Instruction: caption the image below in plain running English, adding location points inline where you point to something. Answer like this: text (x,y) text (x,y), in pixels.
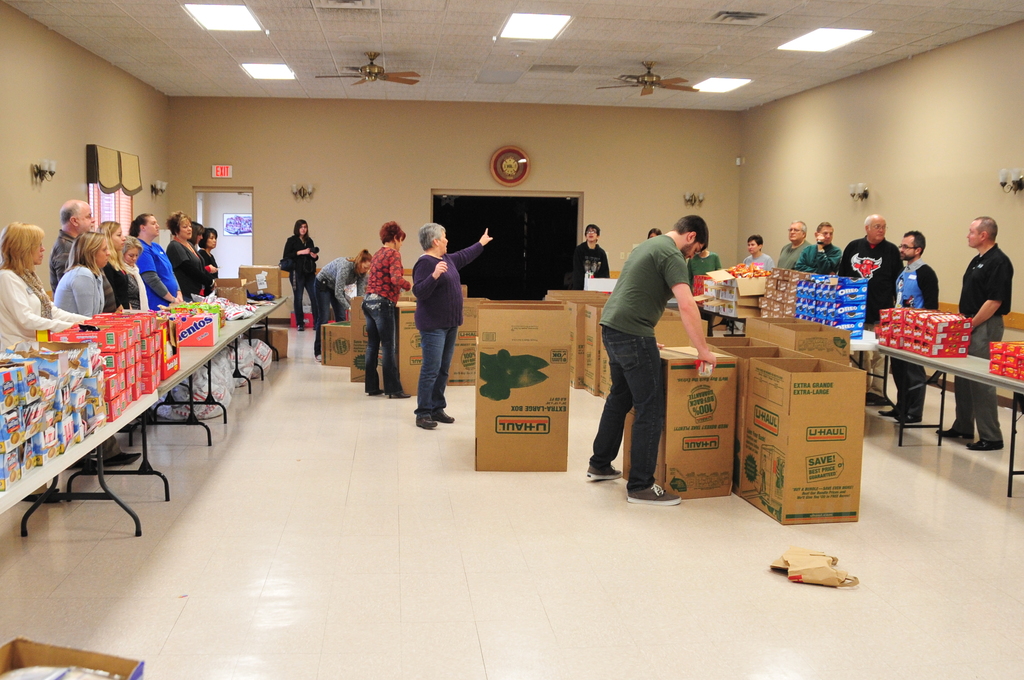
In this image I can see the cream colored floor (462,563), few cardboard boxes (530,407) which are brown in color and number of persons (438,323) are standing on the floor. I can see few white colored tables (96,456) on the floor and on them I can see few boxes (183,324) which are red, blue, white and brown in color. In the background (878,149) I can see the wall (511,128), the window (117,216), the ceiling (361,43), few fans (389,77) to the ceiling (345,41) and few lights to the ceiling (612,7).
